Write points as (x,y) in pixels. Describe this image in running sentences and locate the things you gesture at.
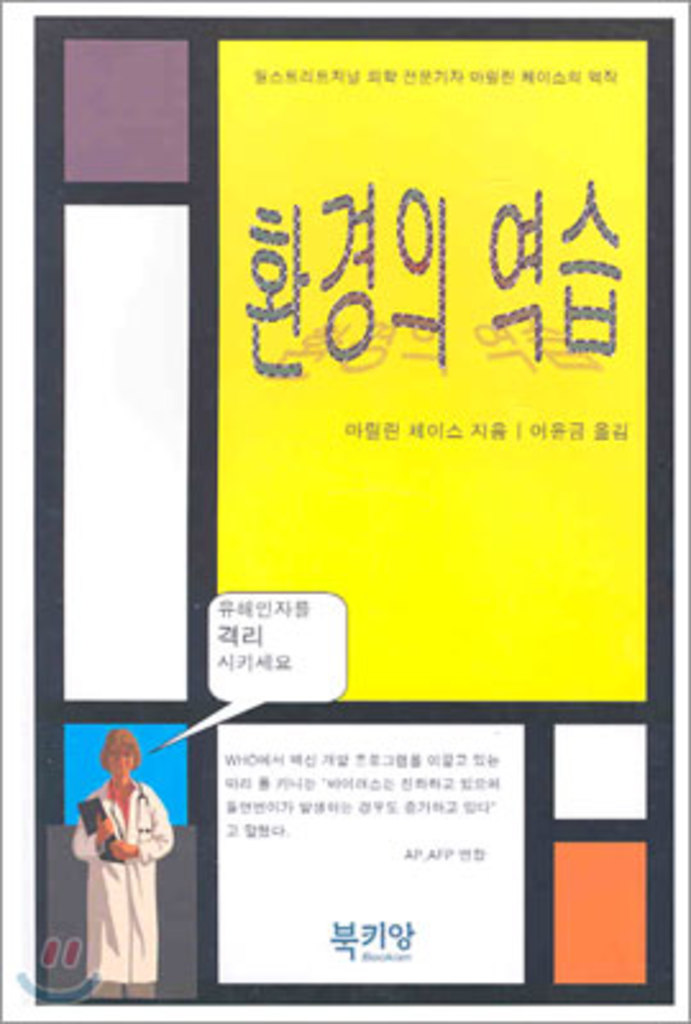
This is an animated image. We can see a picture (123,814) of a woman (140,809) in the bottom left corner of this image (126,860). We can see text (265,306) at the bottom of this image (415,817) and at the top of this image (369,258) as well.
